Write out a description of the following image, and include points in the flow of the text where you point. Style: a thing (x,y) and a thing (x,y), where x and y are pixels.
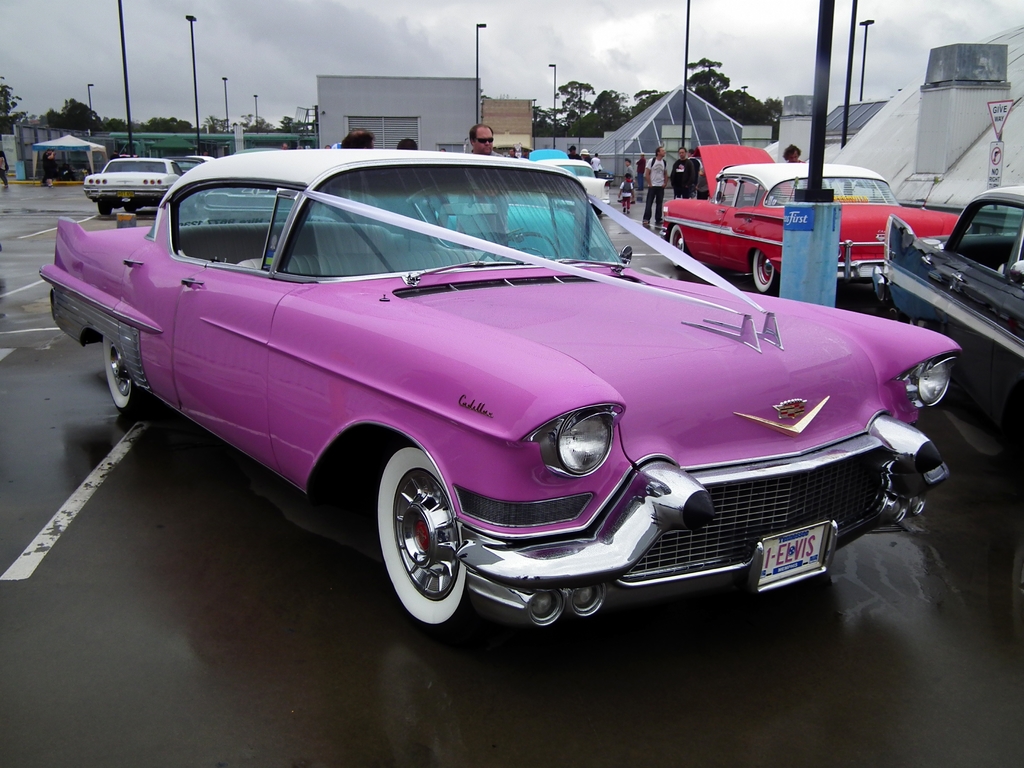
In this picture there is a pink car (413,429) which is parked near to the pole (809,254). On the right (1016,277) I can see the black and red car (1019,263) which is parked near to the sign board (1006,110). Beside that I can see some people (678,176) were standing on the road (641,202). In the background (533,110) I can see the street lights (125,90), shed (634,142), building (513,108), poles (824,133), trees (572,84), fencing (12,140) and tent (73,144). At the top (341,35) I can see the sky (344,13) and clouds (351,13). On the left (19,199) I can see some water (40,207) on the road (51,208) beside the white car (100,188).
